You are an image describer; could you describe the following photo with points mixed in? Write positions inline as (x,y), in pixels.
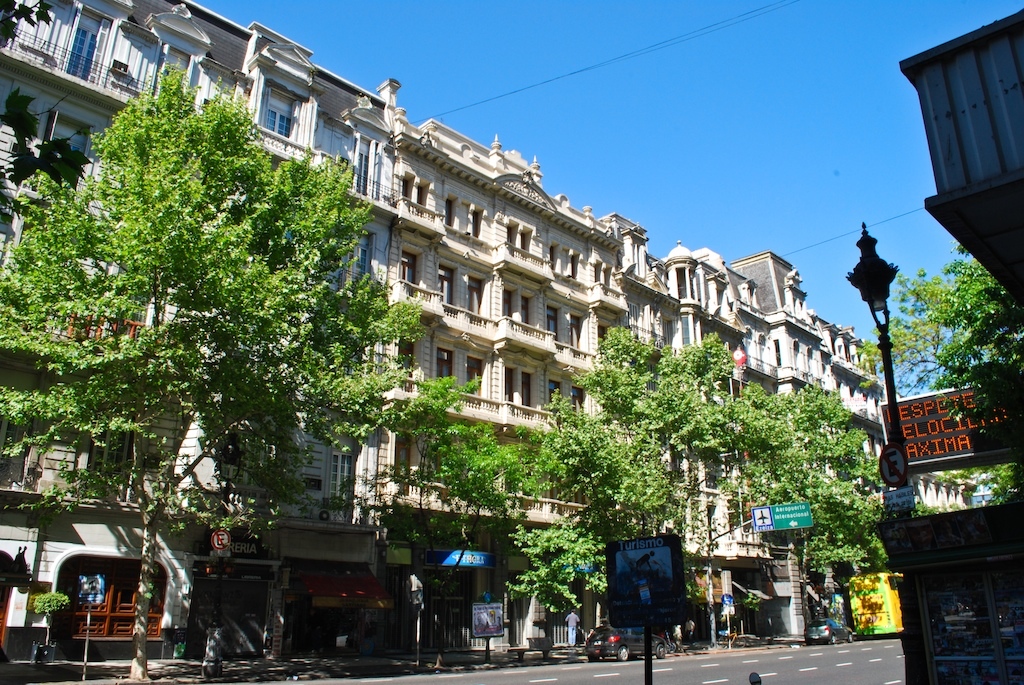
In this picture, we can see a few people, road (711,662), a few vehicles (637,654), and we can see poles (890,397), lights (868,259), boards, screens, buildings (445,315) with windows (684,342), trees (370,387), and the sky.
